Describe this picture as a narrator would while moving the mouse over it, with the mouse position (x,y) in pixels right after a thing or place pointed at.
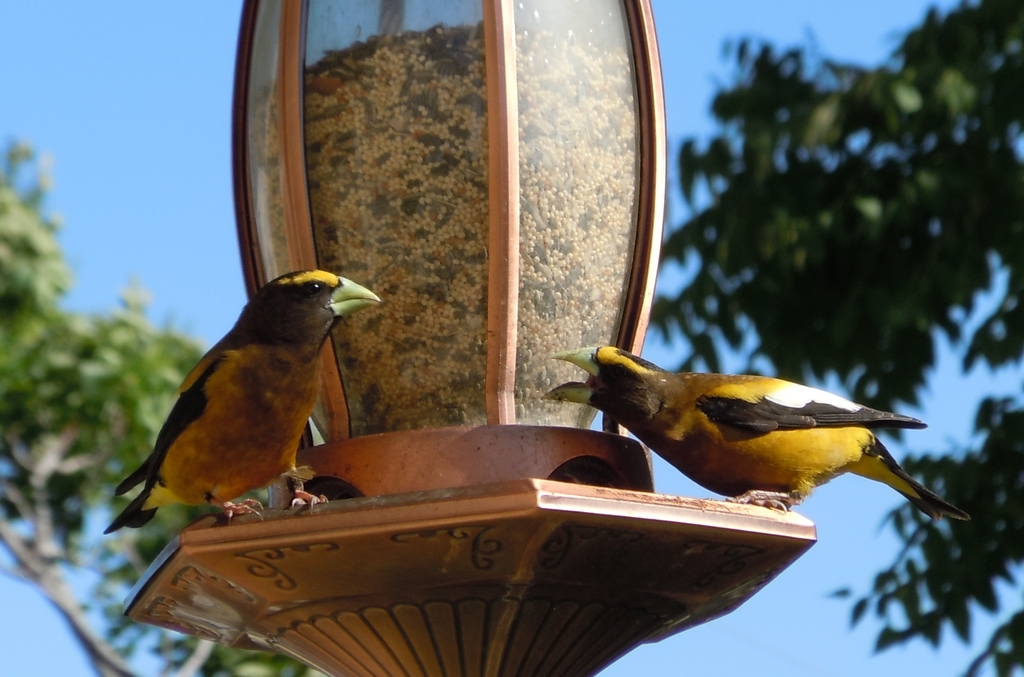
In this picture I can see there is a bird feeder (446,484) and there are two birds (371,292) on the feeder (553,213), there is an object (544,176) in the backdrop (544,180). There are trees (75,520) on right side (975,470) and left side (17,330). The sky (186,74) is clear.
